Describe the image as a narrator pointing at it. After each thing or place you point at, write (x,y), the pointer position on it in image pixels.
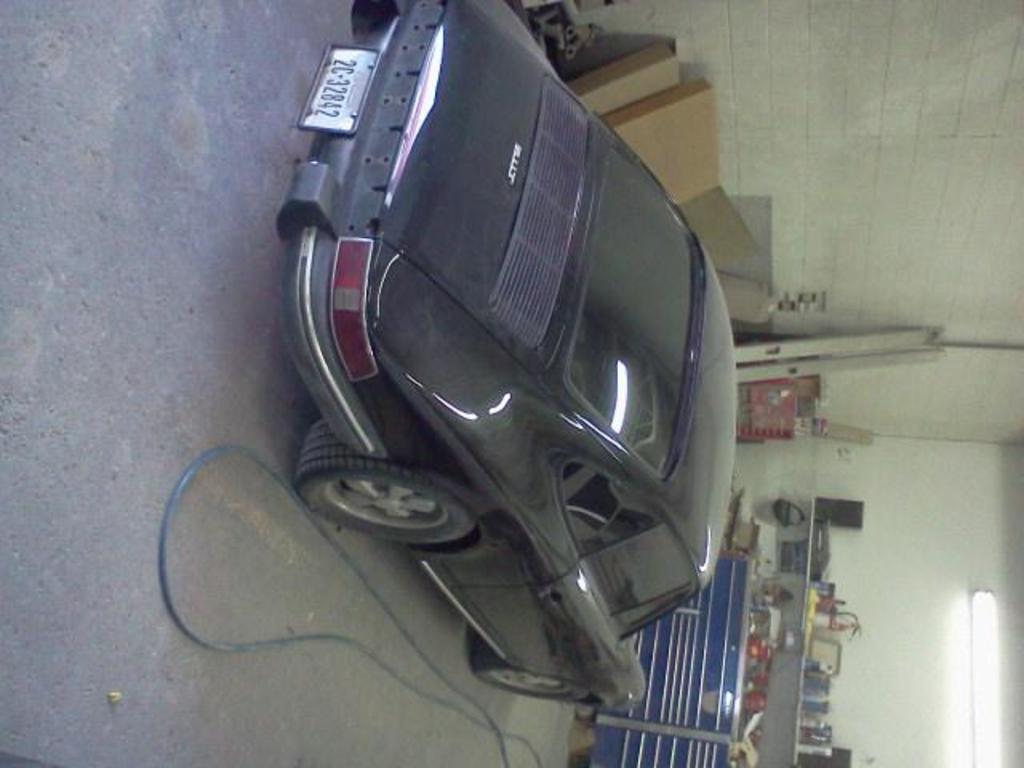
In this picture, it looks like a shed (470,288) and in the shed (138,586) there is a car (443,375). At the bottom of the image (403,669) there is a cable (360,649) and at the top of the image (655,56) those are looking like cardboard boxes (619,110). On the right side of the image (753,386) there are some objects (739,596) and a wall (880,599) with a light (973,621).
